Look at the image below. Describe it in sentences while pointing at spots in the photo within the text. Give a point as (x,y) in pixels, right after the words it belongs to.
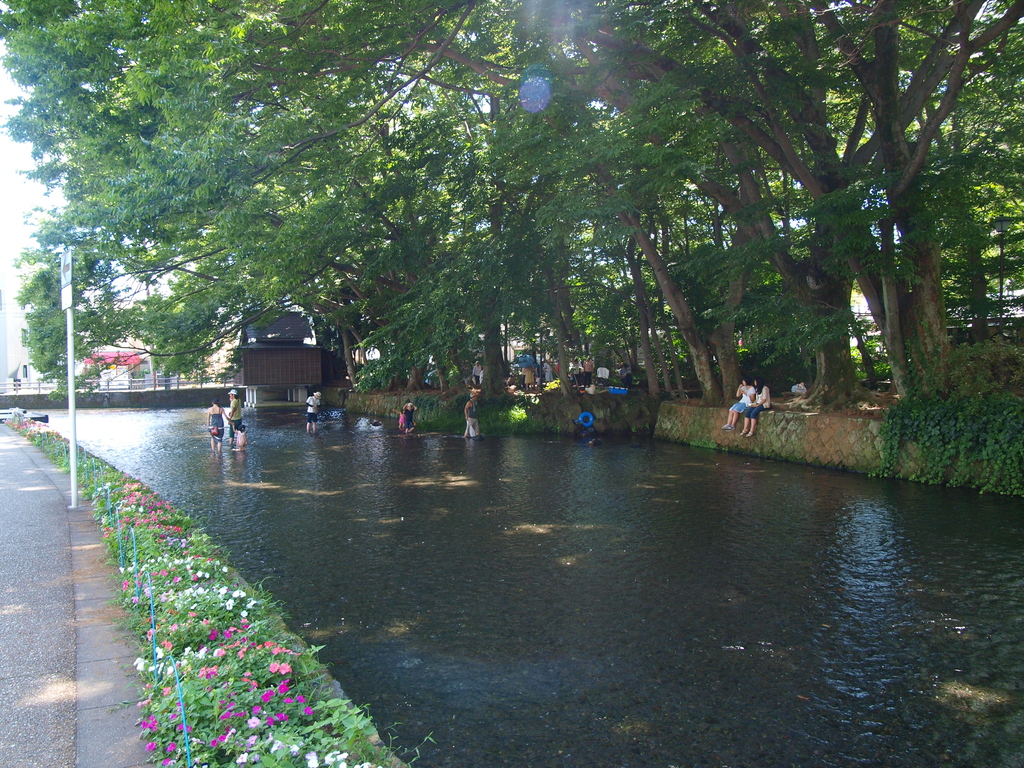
In the picture we can see a road (19,455) beside it, we can see plants (174,736) to it with flowers (188,727) and a pole (75,482) with a board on the path (83,526) and beside the path (24,481) we can see water (273,424), in it we can see some people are walking and beside them, we can see a path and trees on it and in the background (168,395) we can see a bridge (115,403) with a railing (95,390) to it.
